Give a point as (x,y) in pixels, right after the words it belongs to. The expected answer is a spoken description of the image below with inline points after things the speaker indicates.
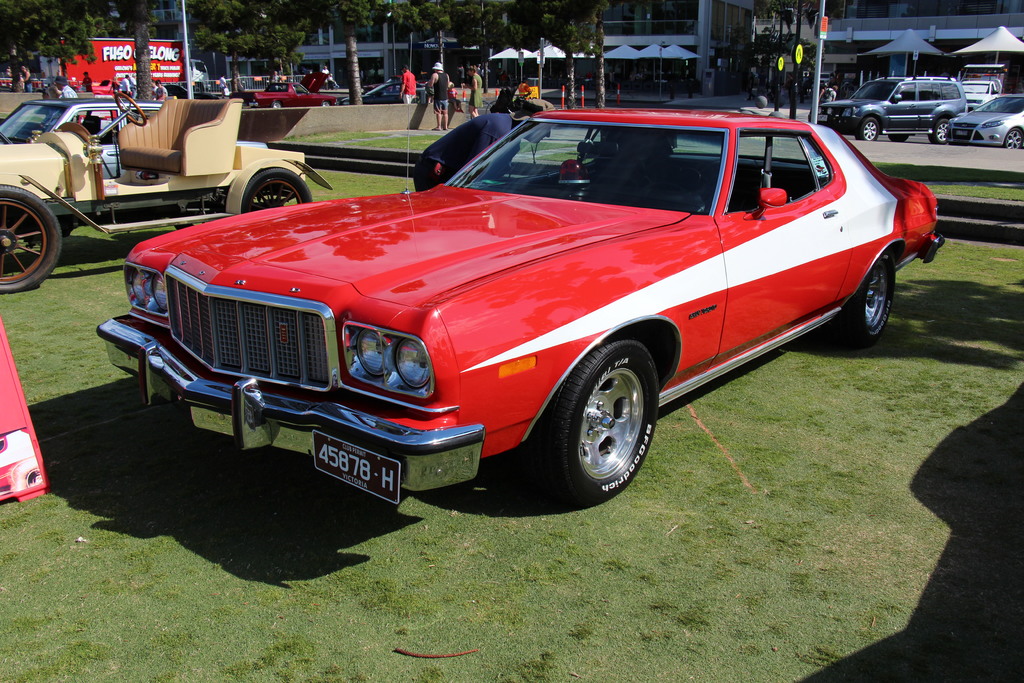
In this picture there is a car (663,340) in the center of the image (411,294) and there are other cars (927,84) in the top right side of the image (939,90), there are trees (41,22) at the top right side of the image (767,9).
